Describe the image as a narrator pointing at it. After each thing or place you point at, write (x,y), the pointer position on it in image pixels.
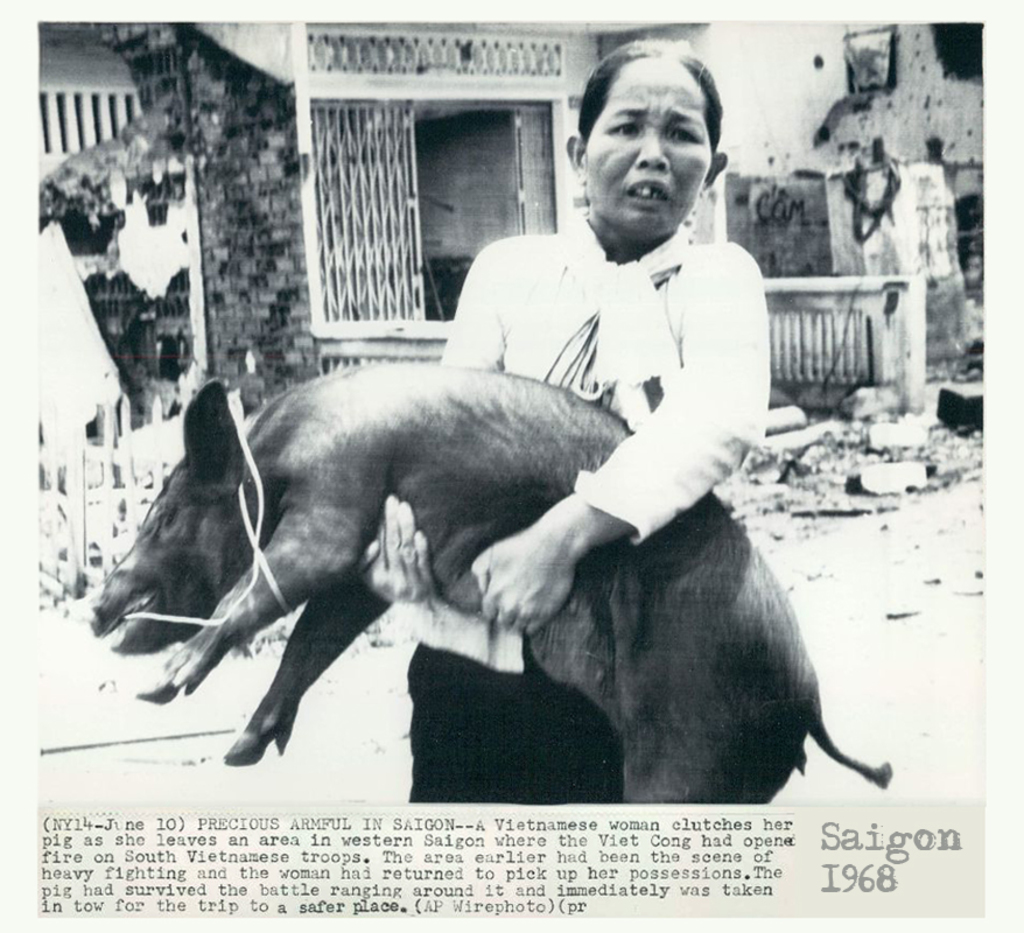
In this image we can see a woman (507,589) holding pig (509,503) in her hands (500,602). In the background (393,104) there are buildings (304,256) and grills (348,165). At the bottom of the image (318,844) we can see text (394,856).
